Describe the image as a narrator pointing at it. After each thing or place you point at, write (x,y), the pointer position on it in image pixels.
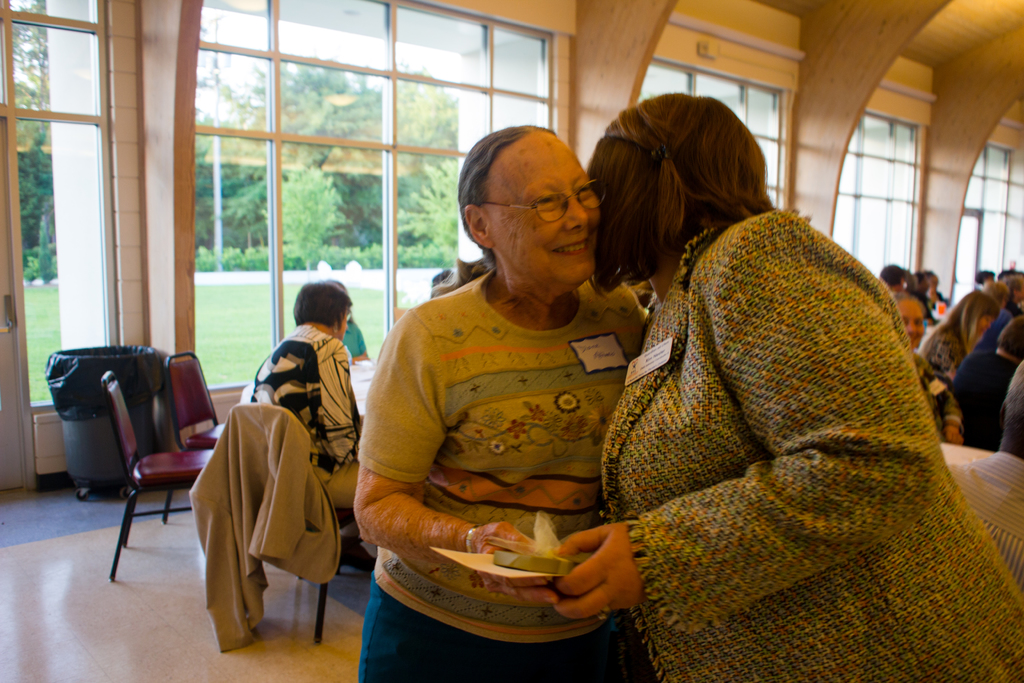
This picture shows few people (961,354) seated on the chairs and we see two women (420,448) hugging each other holding a card (535,574) in their hands (567,581) and we see a dustbin (109,444) and couple of chairs (177,407) on the side and we see trees (246,213) and a pole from the window (249,76) and we see a woman (562,249) wore a spectacles (547,218) on face (547,223).
